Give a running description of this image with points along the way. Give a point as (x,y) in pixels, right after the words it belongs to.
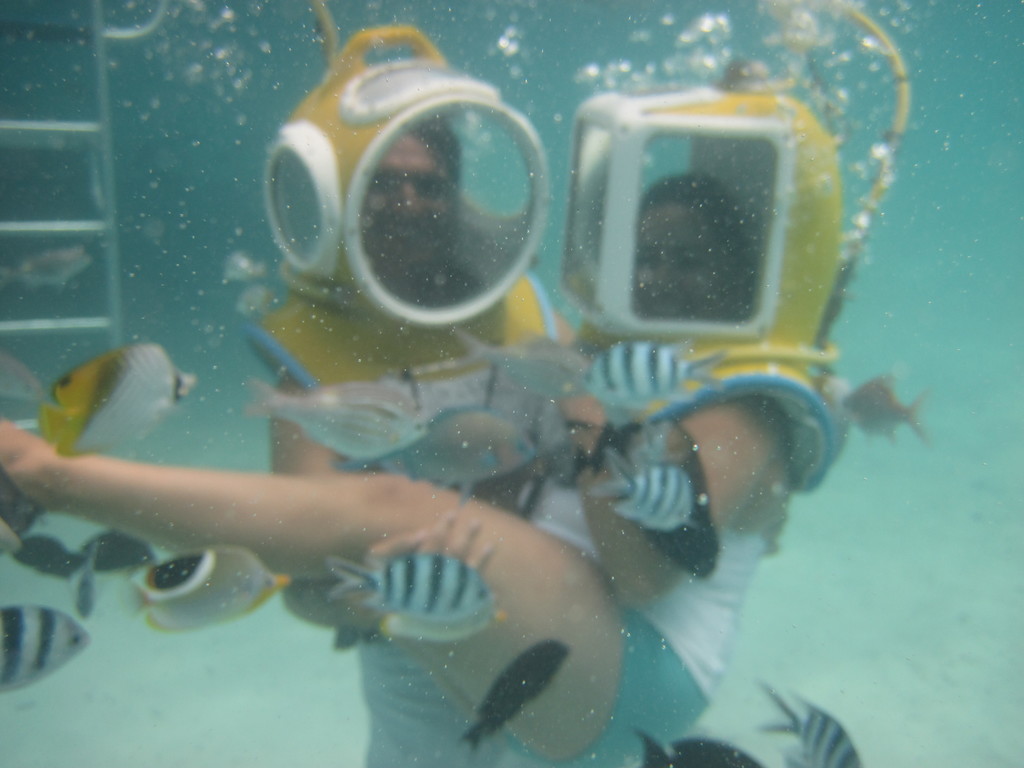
As we can see in the image there is water (367,9), fishes (233,611), ladder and two people (588,478).
